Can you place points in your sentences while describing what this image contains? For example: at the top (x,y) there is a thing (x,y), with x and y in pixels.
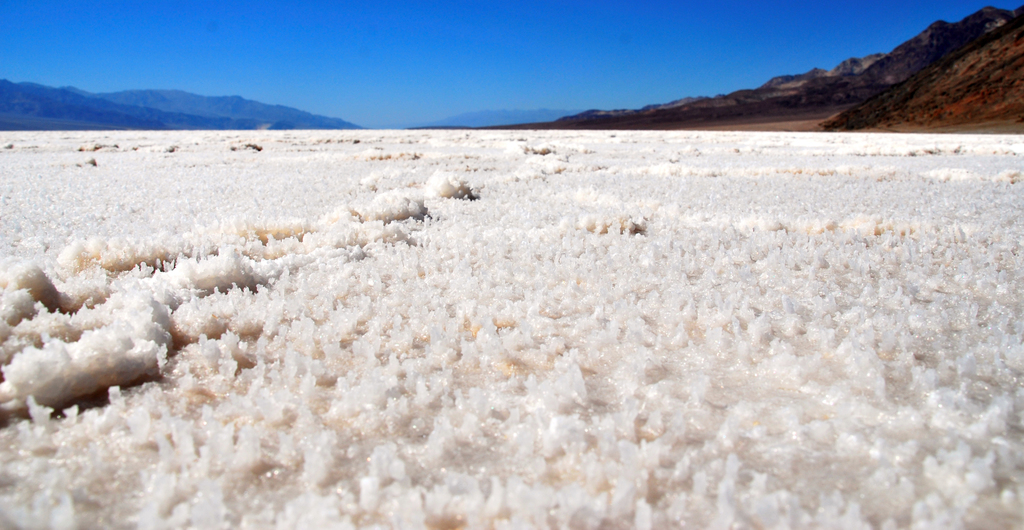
In the down side there is salt (423,332) and in the right side (896,84) there are hills (774,83). At the top (365,39) it's a blue color sky (367,53).
